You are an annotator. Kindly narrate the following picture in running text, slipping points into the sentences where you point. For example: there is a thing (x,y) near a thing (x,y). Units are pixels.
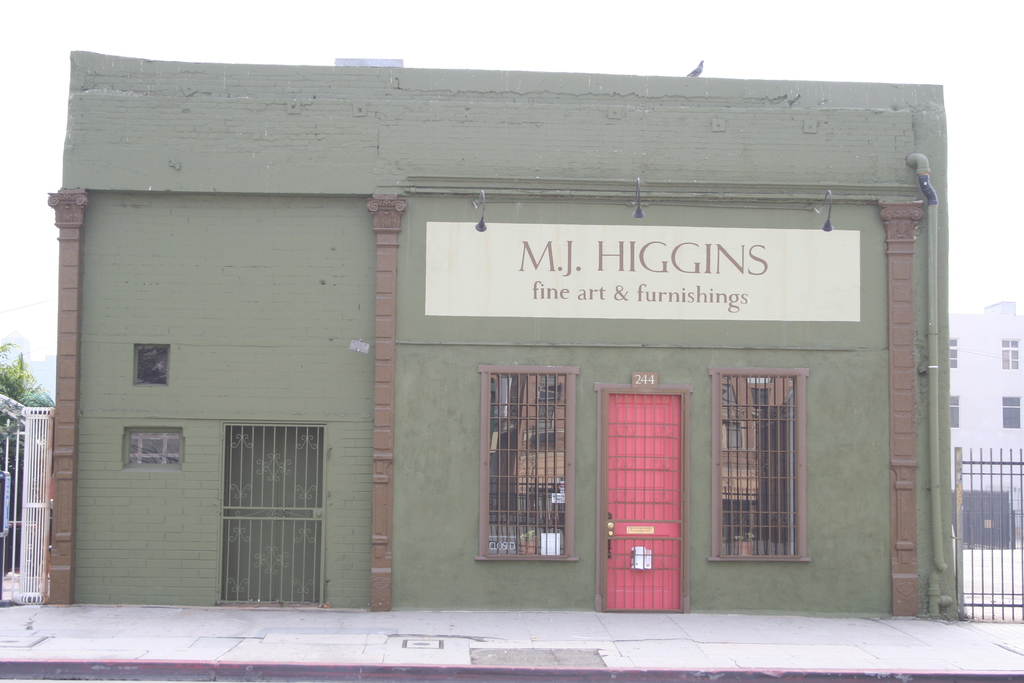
In this image, there is a footpath (412,645) on front of the building (393,503). There is a fencing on the left (55,502) and on the right side of the image (972,454). In the background of the image (37,342), there is a sky (191,50).
